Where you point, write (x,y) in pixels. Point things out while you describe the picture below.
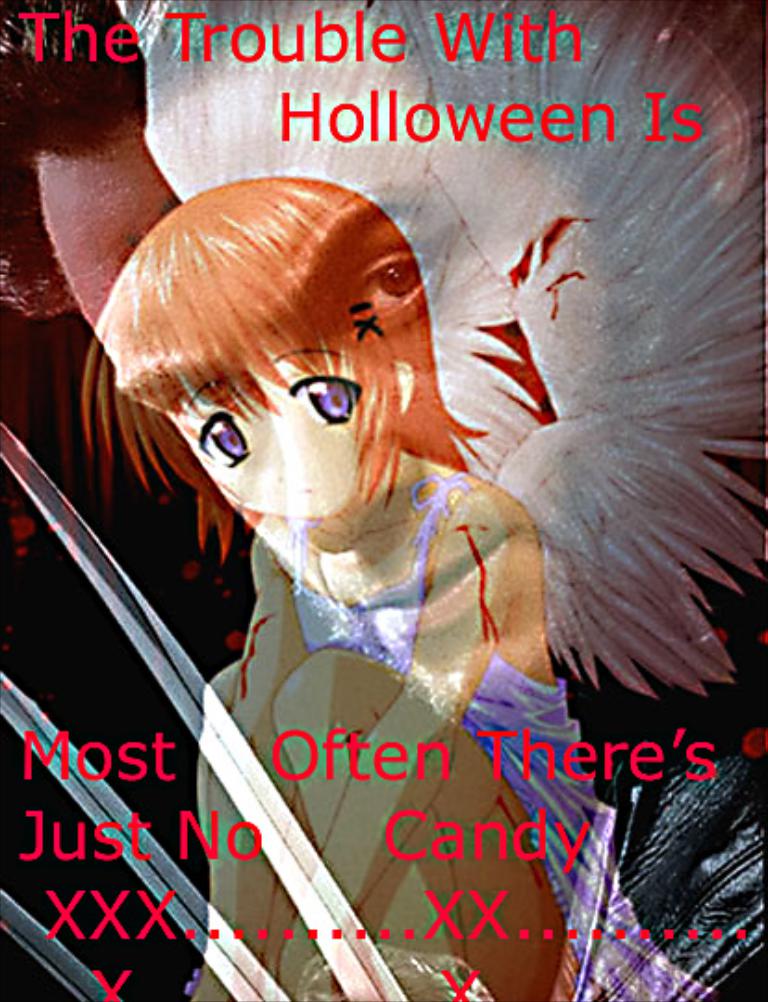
There is an animated image and some quotation (538,26) is mentioned on that image.
